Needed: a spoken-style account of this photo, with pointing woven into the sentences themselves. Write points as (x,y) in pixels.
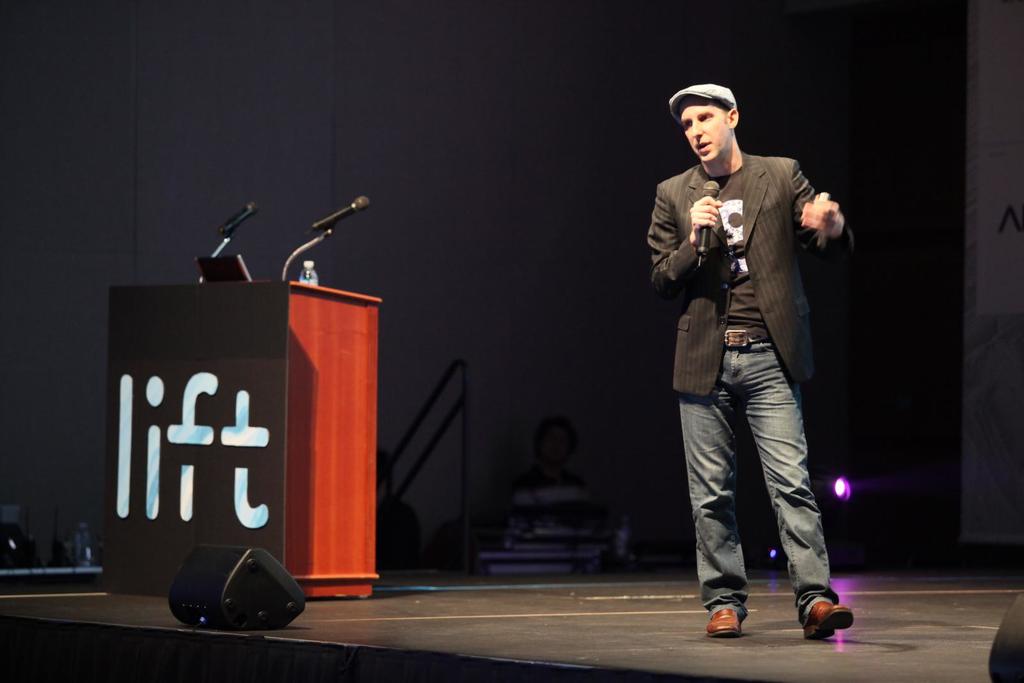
On the right side of the image (769,303) a man (736,574) is standing and wearing suit (761,234), cap (717,91) and holding mic (702,235). On the left side of the image (248,419) we can see a podium (223,338) On podium (251,324) we can see laptop (240,264), mics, bottle (314,282). In the background of the image (217,162) we can see barricades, lights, wall (537,183). At the bottom of the image (537,608) we can see floor (543,586) and lights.
